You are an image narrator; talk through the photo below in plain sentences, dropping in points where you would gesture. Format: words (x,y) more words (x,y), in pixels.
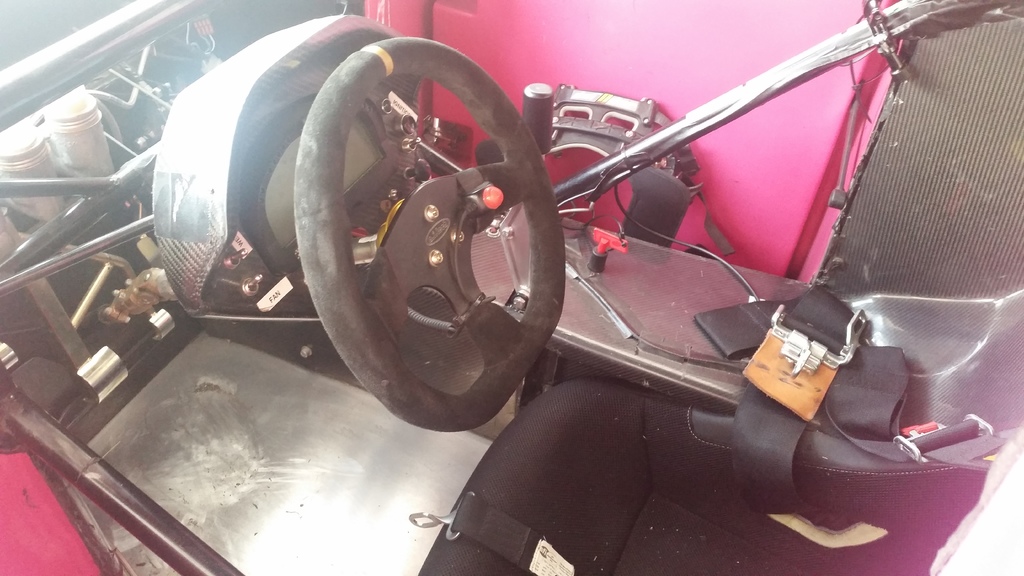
This picture describes about inside view of the vehicle (293,247), in this we can find a steering (486,329) and metal rods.
